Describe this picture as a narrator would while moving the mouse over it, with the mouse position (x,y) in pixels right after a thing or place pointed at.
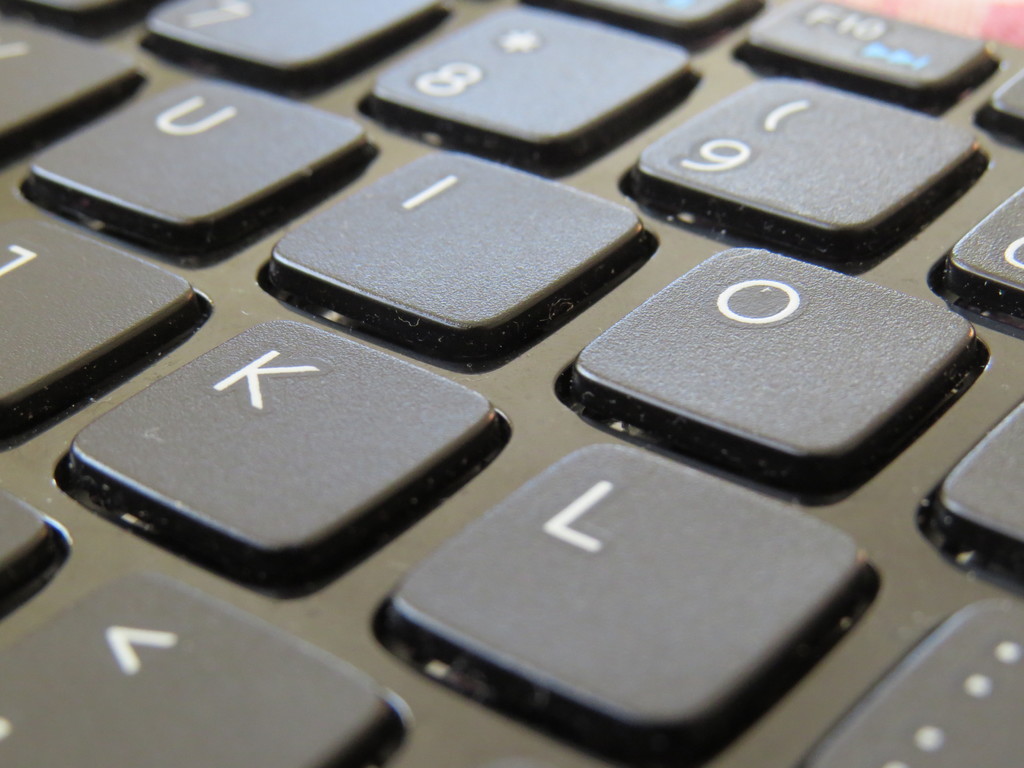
Picture of a keyboard (620,483). Here we can see alphabets (402,245) and number keys (796,174).
